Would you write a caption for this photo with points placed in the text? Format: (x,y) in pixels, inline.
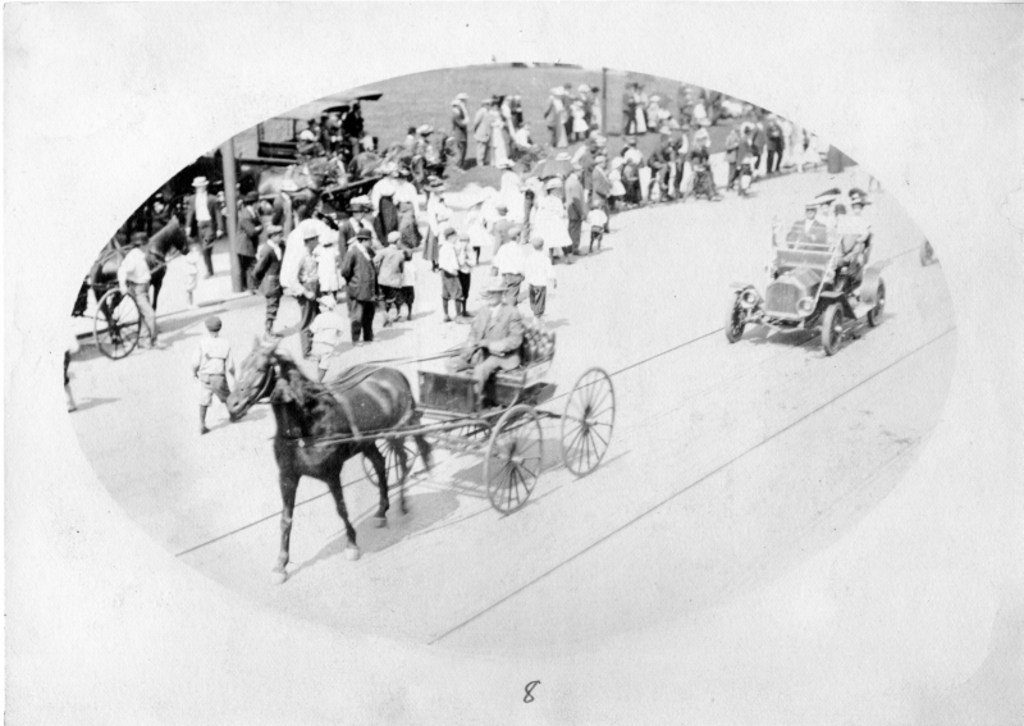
This is a black and white image, in this image there are a few people (495,311) travelling on the Tonga (520,381) and cars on the road (563,281), beside the road (397,354) there are a few pedestrians (510,190) walking.
